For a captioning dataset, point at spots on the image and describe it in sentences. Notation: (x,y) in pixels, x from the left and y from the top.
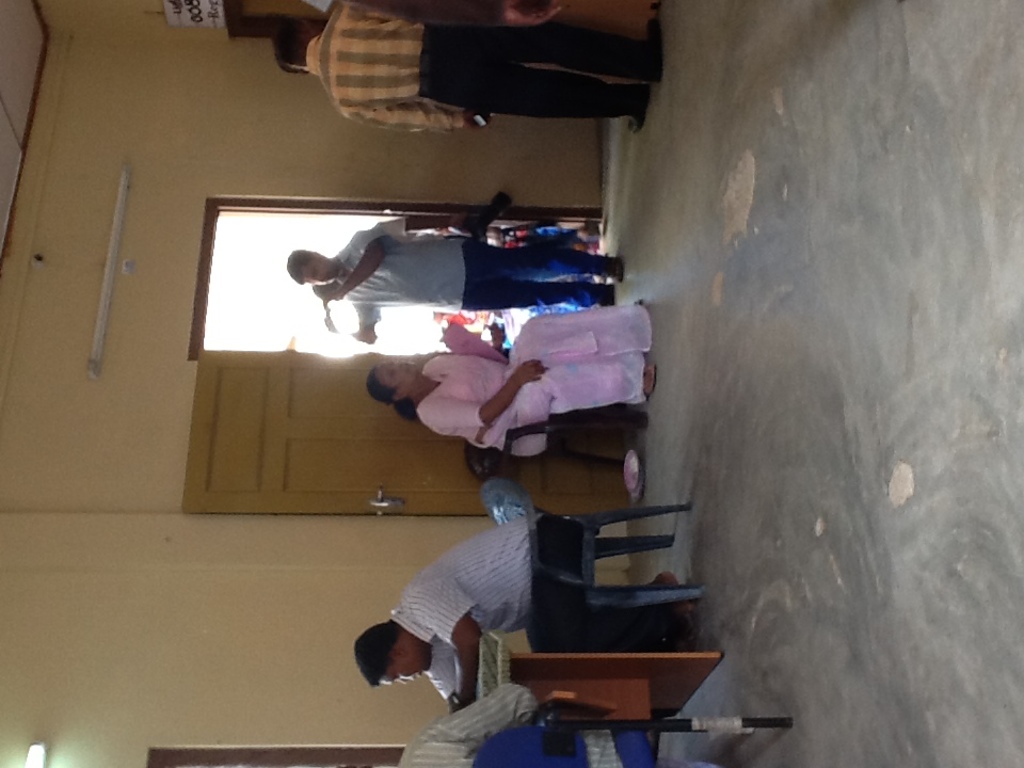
In this picture there are few people (447,660) sitting in chairs (570,733) and there is a person (402,274) standing and holding a camera (326,287) in his hand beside the door (299,354) and there is another person (415,71) standing beside him and there is a tube light (106,273) attached to the wall (95,263) above them.
